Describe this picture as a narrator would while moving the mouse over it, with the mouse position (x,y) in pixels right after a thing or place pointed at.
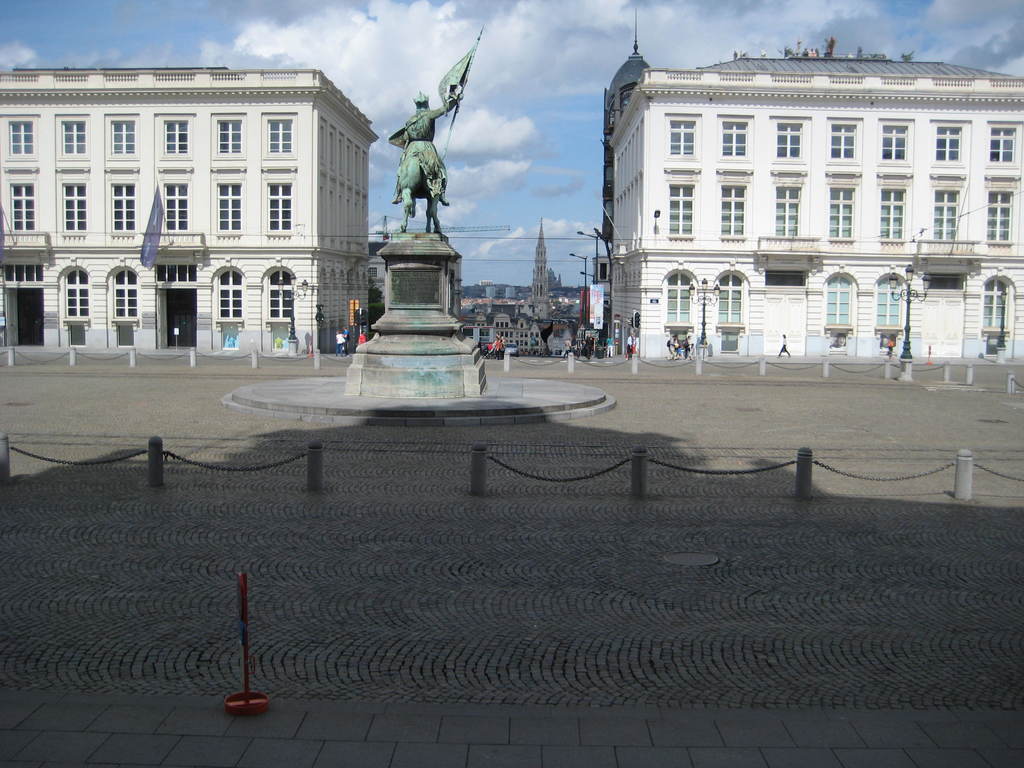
In this picture we can see board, metal chains (206,468) attached to poles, light pole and sculpture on platform (402,255). In the background of the image (897,329) there are people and we can see buildings (918,271), boards (603,300) and sky (642,21) with clouds (593,2).
